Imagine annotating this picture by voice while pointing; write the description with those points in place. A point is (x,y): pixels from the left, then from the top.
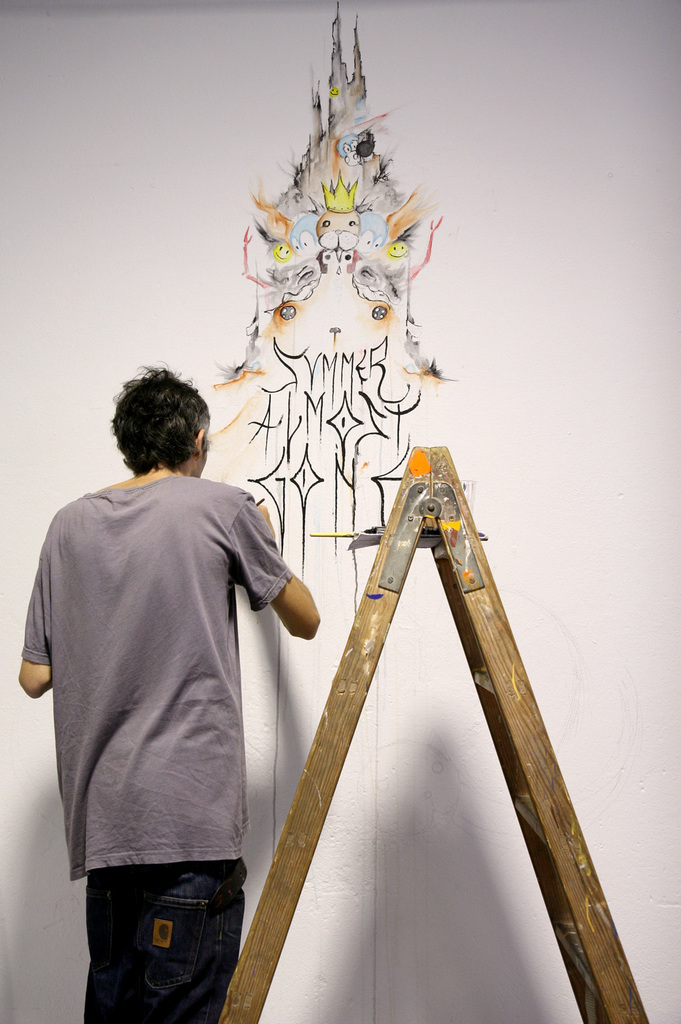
In this picture we can see a person (202,742) is standing, there is a ladder (529,736) in the middle (362,672), in the background (551,216) there is a wall (511,508), we can see a painting (289,333) on the wall (295,363).
